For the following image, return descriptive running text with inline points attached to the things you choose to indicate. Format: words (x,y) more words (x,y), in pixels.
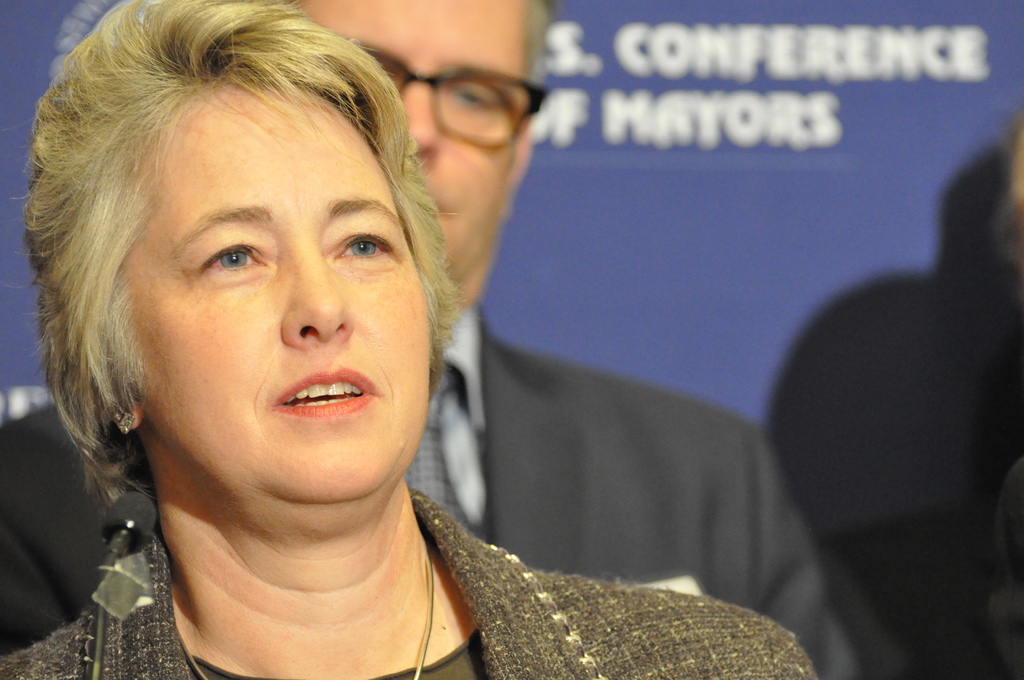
In the picture there is a woman (229,130) and a man (466,354) standing, behind there is a banner (607,341) with the text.
